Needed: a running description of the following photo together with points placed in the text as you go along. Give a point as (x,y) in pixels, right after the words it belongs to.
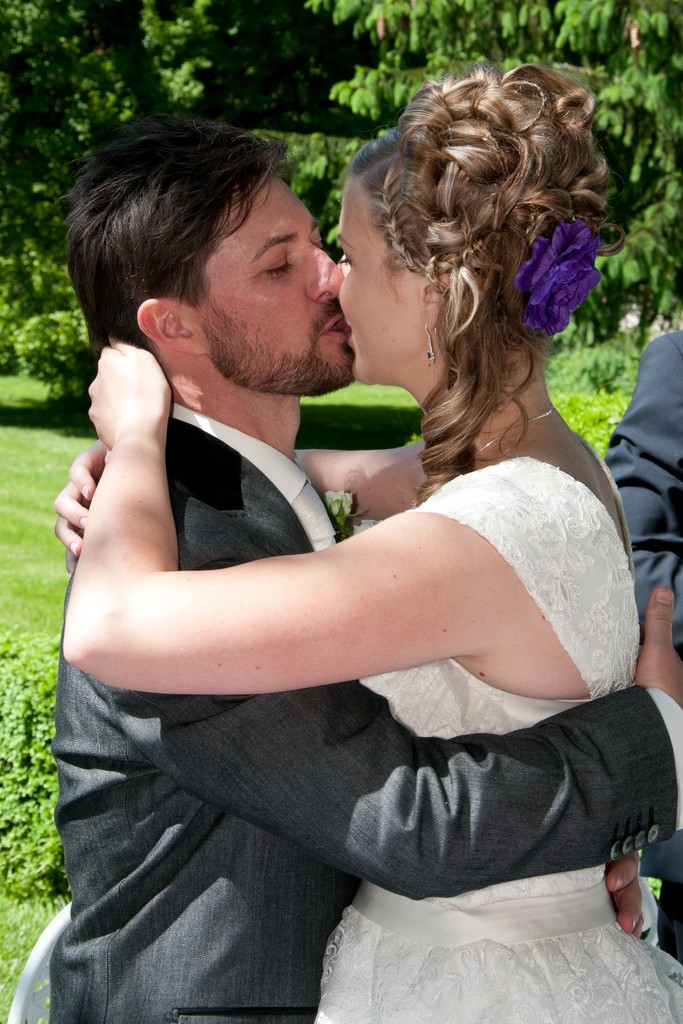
In this image I can see few people (385,693) with different color dresses (222,725). In the background (48,741) I can see the plants (38,682) and many trees (360,140).
